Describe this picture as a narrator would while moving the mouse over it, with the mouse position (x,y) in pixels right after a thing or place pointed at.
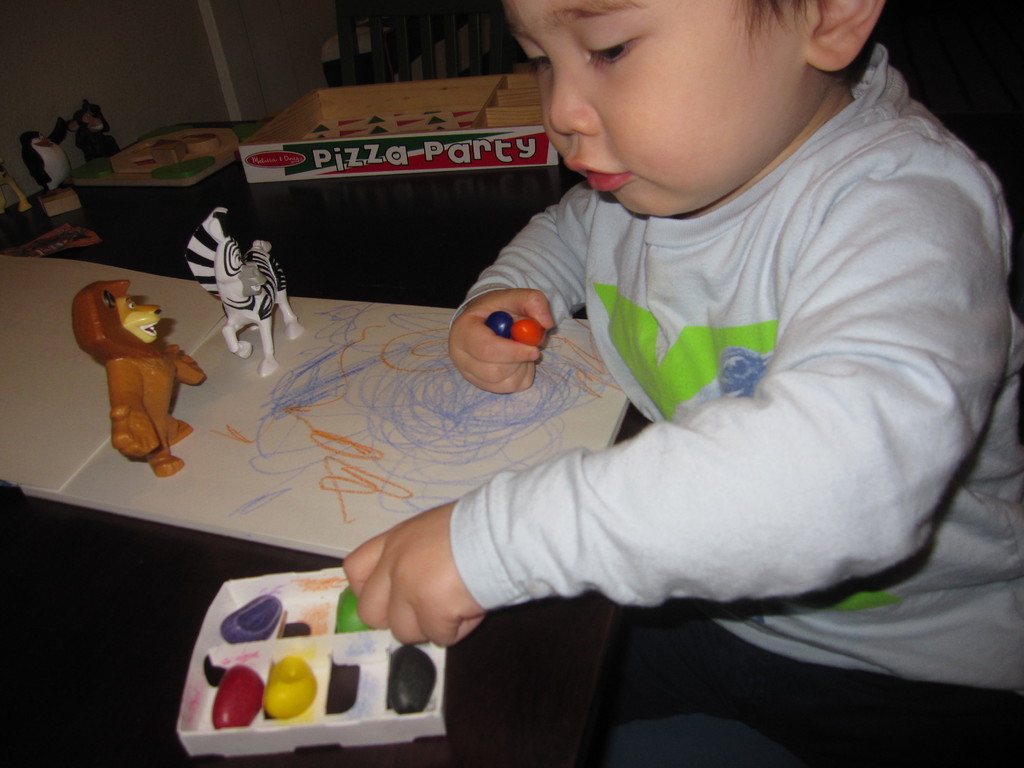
In the image we can see there is a kid (771,292) sitting on the chair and on the table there is a white page book (248,448). There are animal toys (167,387) kept on the book (194,506). The kid (522,310) is holding colour crayons (530,328) in his hand (464,331) and there is a colour crayon box (327,686) kept on the table (179,650). Behind there are other animal toys (53,162) kept on the table (343,178) and there is a box (333,153) kept on the table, its written ¨Pizza Party¨ on the box (354,169).
